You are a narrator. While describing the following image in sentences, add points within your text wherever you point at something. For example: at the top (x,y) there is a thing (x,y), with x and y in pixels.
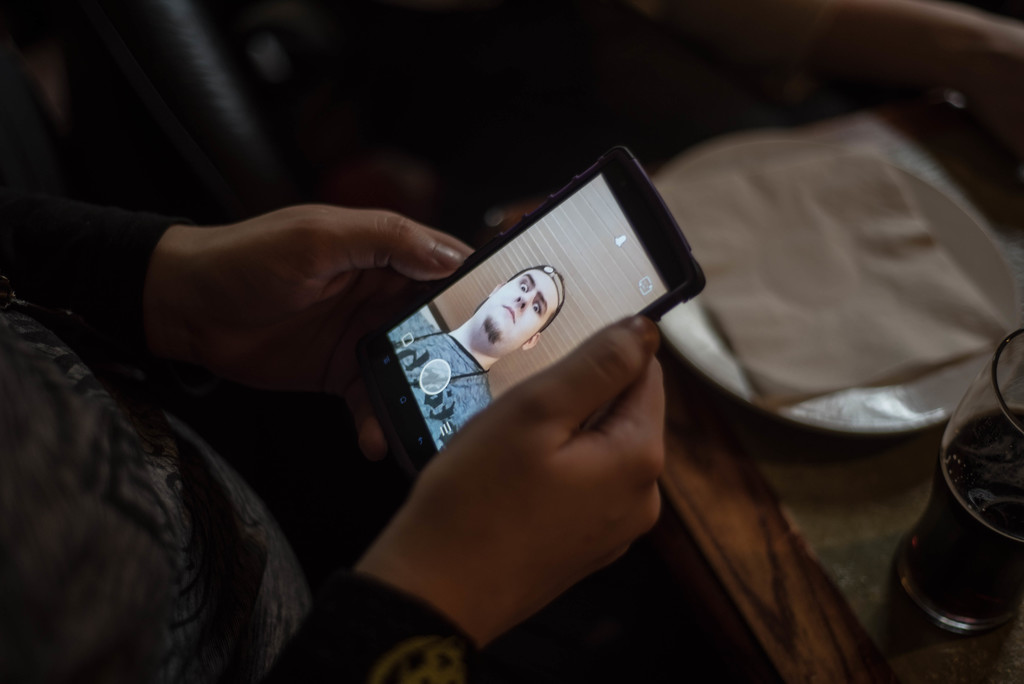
In this picture there is a person (236,338) holding a phone (483,316). There is a glass (938,499), plate (876,427) and tissue paper (824,264) on the table (700,460).
